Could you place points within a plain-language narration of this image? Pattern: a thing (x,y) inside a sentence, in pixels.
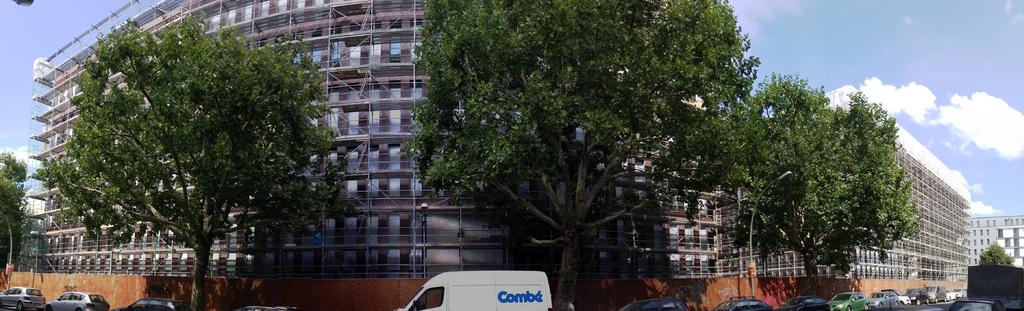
In this image I can see few vehicles (495,287). In front (481,289) the vehicle (511,287) is in white color, background (858,181) I can see trees (420,107) in green color, a building (364,69) in brown and gray color and the sky (907,83) is in white and blue color.
